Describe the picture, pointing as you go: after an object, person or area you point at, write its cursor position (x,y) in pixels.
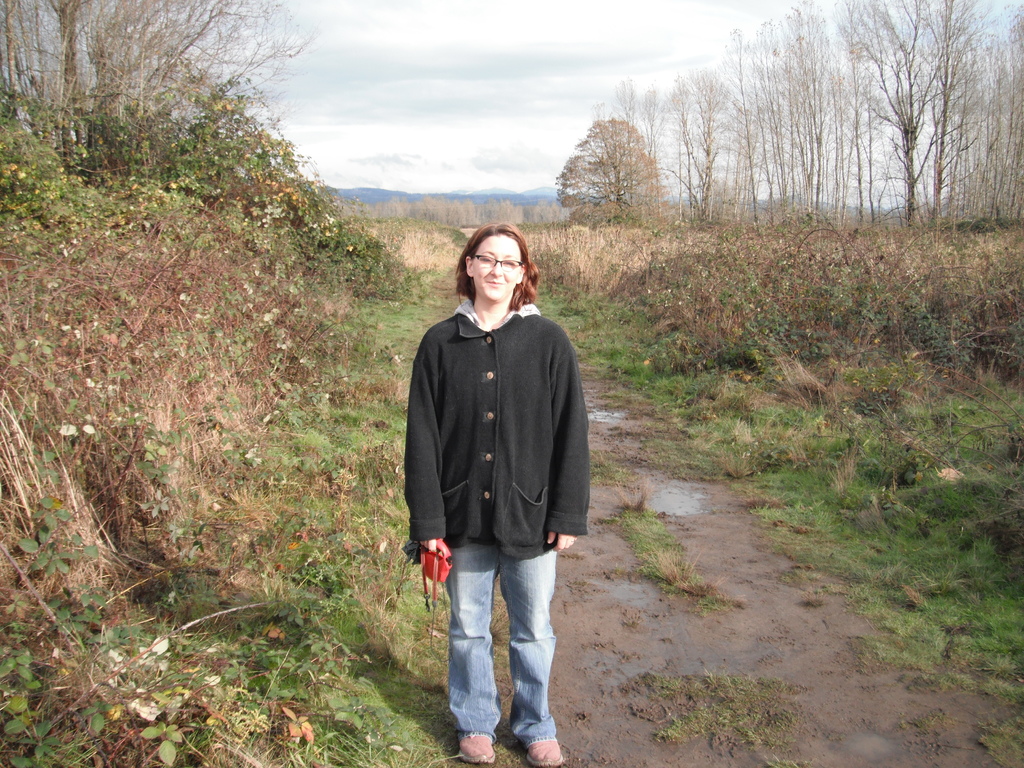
In this picture there is a woman (476,368) standing and smiling and holding a bag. We can see plants (401,588), grass (413,574), mud (766,636) and trees (369,213). In the background of the image (412,39) we can see hills (507,191) and sky (536,124).
